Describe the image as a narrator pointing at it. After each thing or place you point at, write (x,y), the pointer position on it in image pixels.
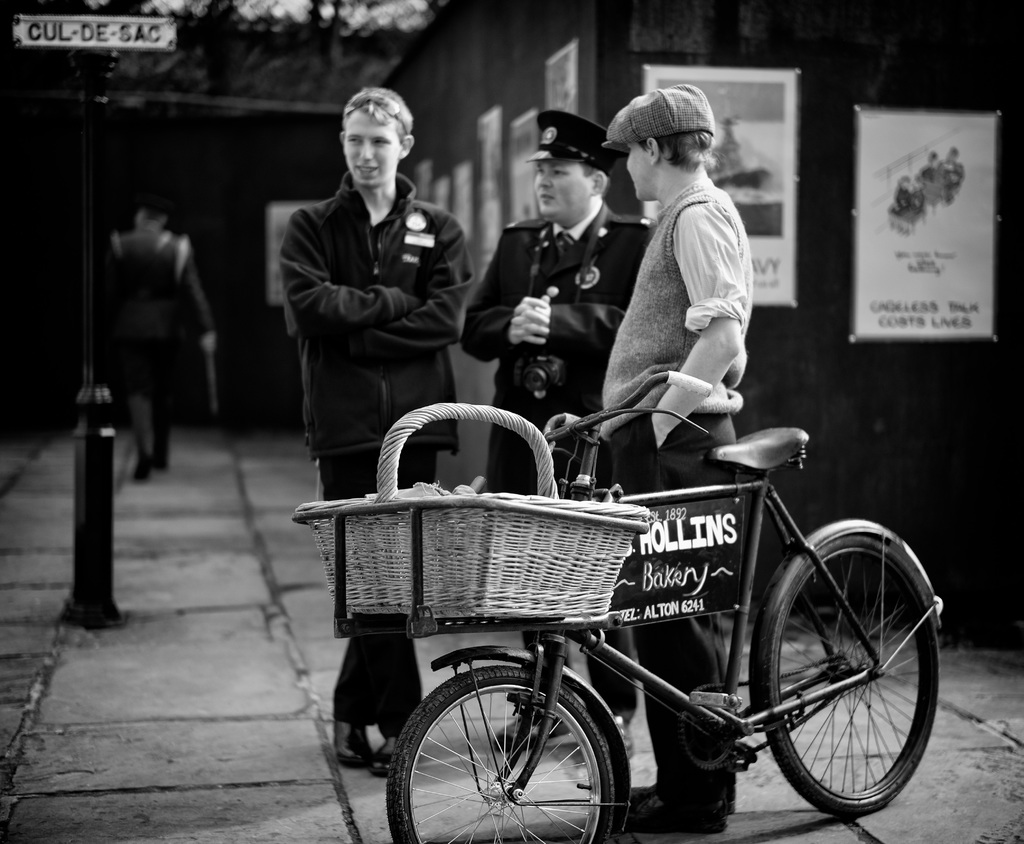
In this picture there are three persons (575,196) standing and there is a basket (545,499) on the bicycle (692,538) and there is text (660,538) on the bicycle (739,556). At the back (168,298) there is a person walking and there is a board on the pole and there is a building (963,85) and there are posters (895,141) on the wall (839,132) and there is text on the posters (960,242). At the bottom (256,658) there is a footpath (253,648).
